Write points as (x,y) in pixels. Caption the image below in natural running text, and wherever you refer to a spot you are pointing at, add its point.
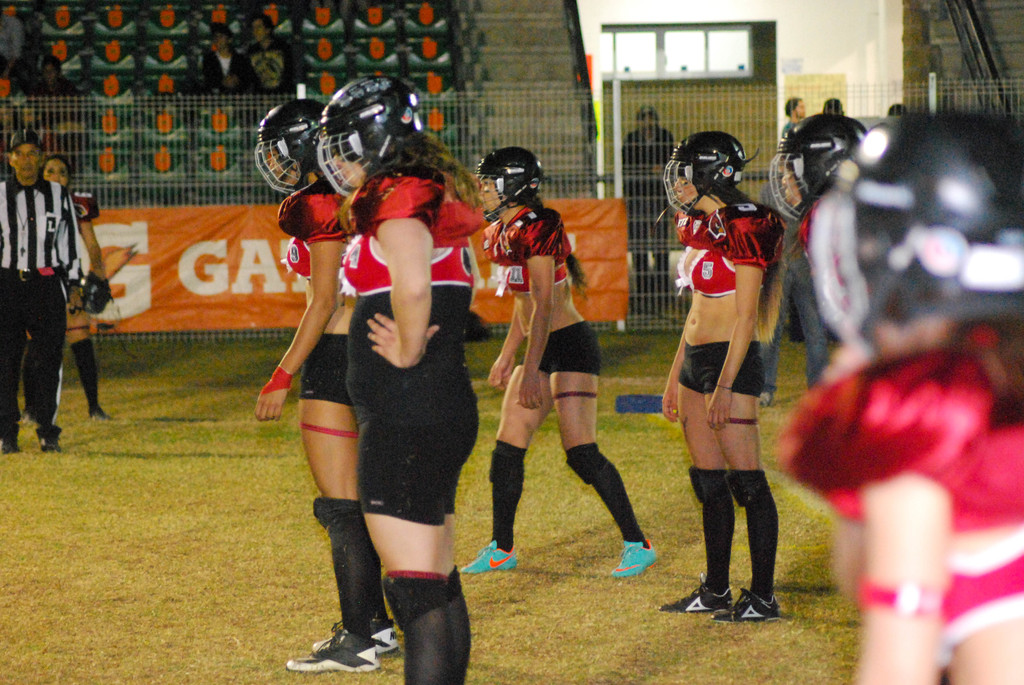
In this image we can see a group of people (511,418) standing in the grass (487,468) wearing helmets (304,158), there we can see a referee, a fence (710,111), few people (223,59) in the stands (307,49), windows (688,51) and few people (643,115) are standing.
